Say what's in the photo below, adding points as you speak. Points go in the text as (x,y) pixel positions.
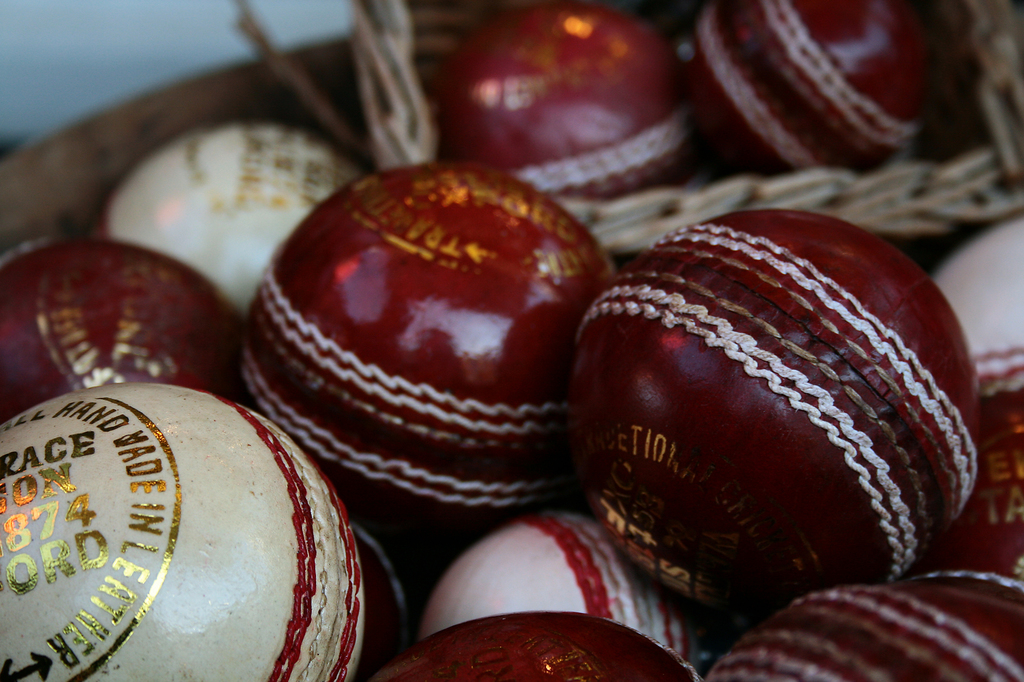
There are red colored balls (465,327) and white color balls (279,475). On the balls (184,405) there is something written in golden color.
